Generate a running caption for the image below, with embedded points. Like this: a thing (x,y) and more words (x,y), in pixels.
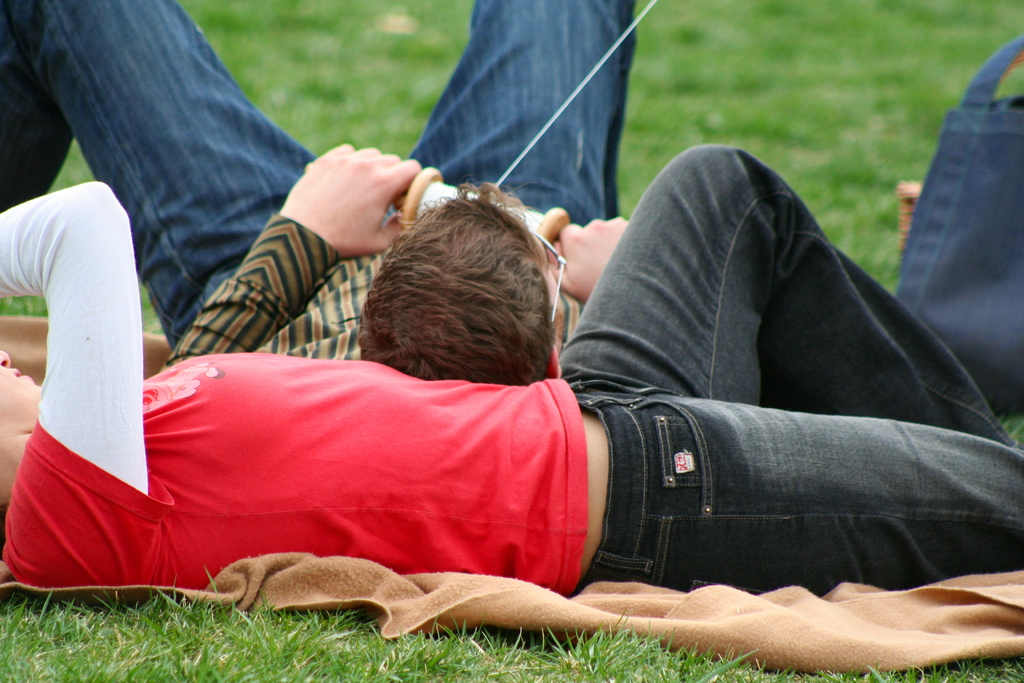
In this image there are two people (277,441) lay on the surface of the grass (299,614) and there is a cloth (622,592) beneath the person (644,551). On the right side of the image (957,230) there is a bag (947,238).
